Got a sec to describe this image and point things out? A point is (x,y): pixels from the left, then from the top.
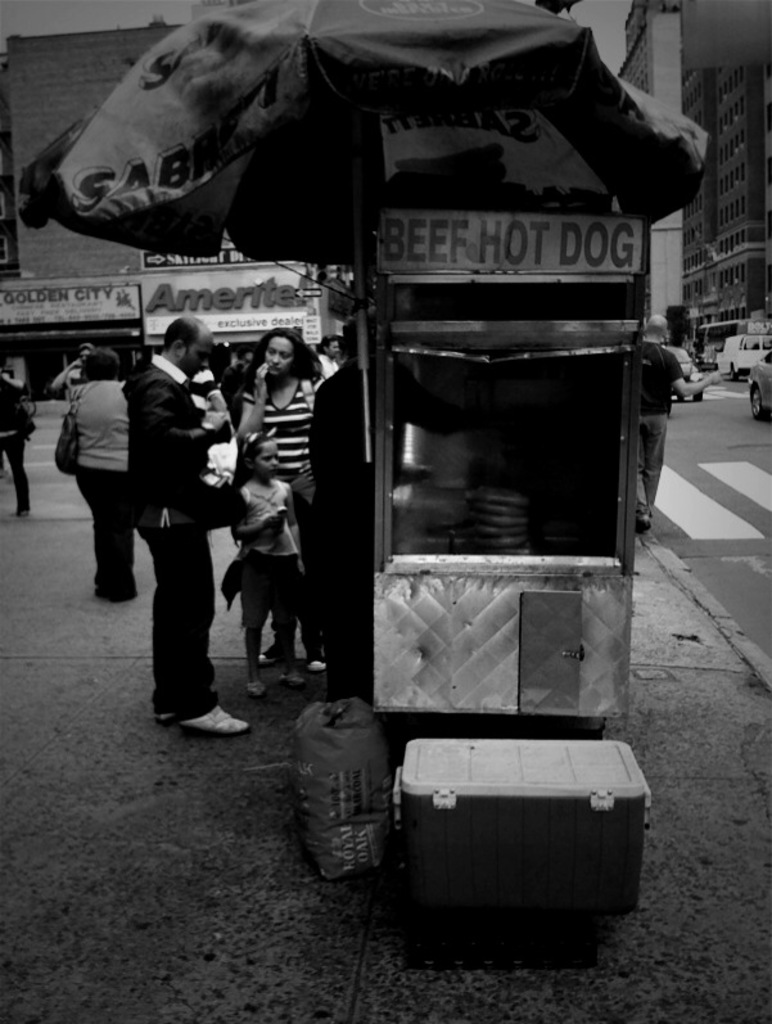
It is a black and white image, there is a hot dog machine (498,506) and there are three people (264,427) standing in front of that machine (383,382) and behind them some people (106,375) are walking on the footpath (50,426) and there are many vehicles (717,341) moving on the road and behind the vehicles (709,350) there are huge buildings (677,63).
